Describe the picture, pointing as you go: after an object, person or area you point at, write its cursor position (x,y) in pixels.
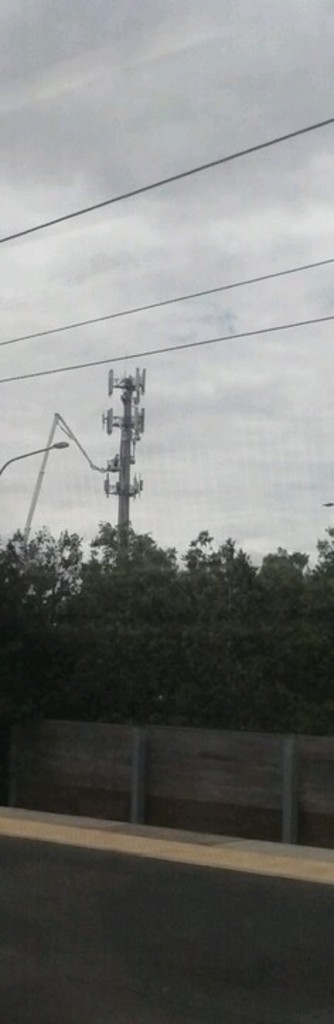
There is a road (326,906), fencing (298,774), trees (121,562), cell tower (115,492) and wires (28,376).
